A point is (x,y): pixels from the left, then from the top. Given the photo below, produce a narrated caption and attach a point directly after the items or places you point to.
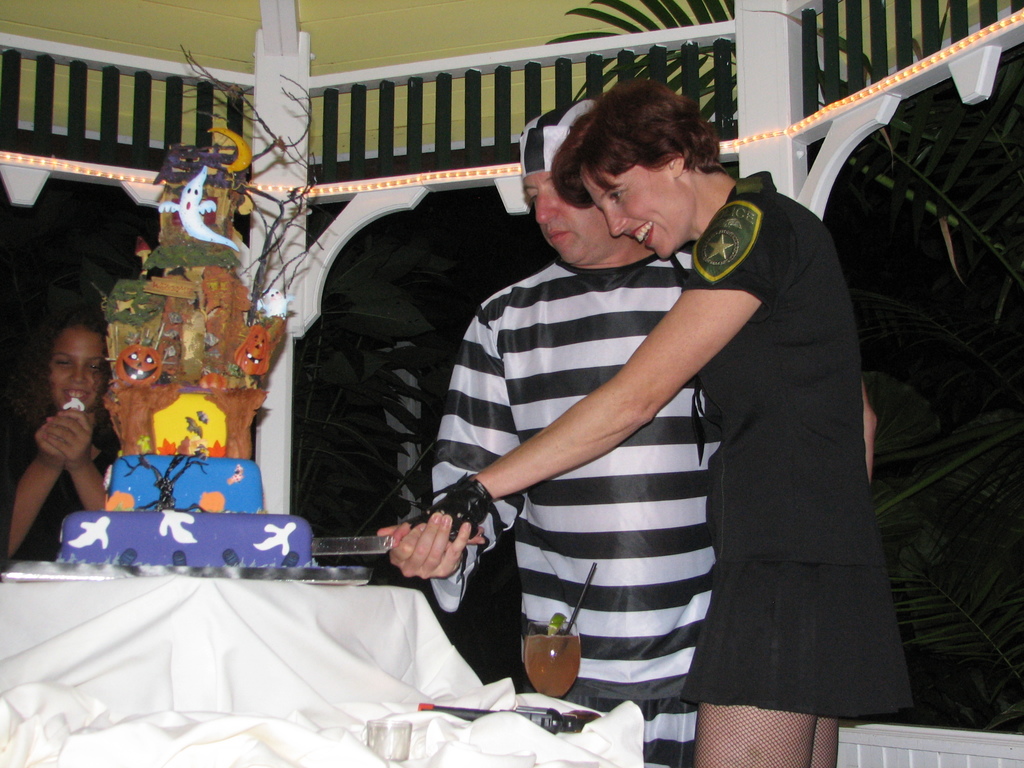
In this image, we can see two people (668,397) standing and they are cutting the cake (268,547), there is a woman (30,413) sitting and eating the cake (255,550), we can see a glass (392,727) and in the background (925,590) we can see some trees (947,281).
